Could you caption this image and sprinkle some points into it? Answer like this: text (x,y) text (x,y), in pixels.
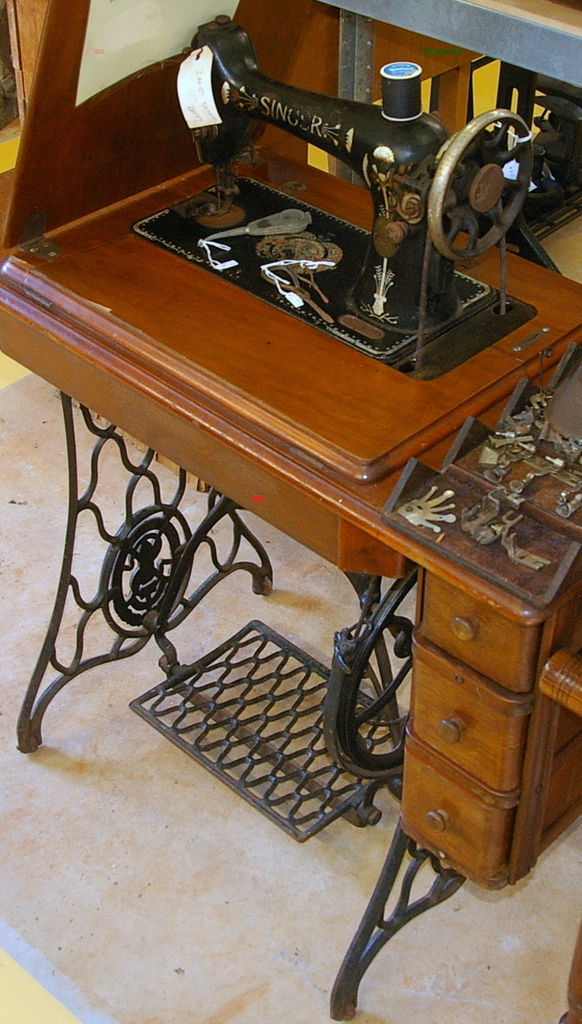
In this image we can see a sewing machine (222,486) placed on the floor (224,616).
